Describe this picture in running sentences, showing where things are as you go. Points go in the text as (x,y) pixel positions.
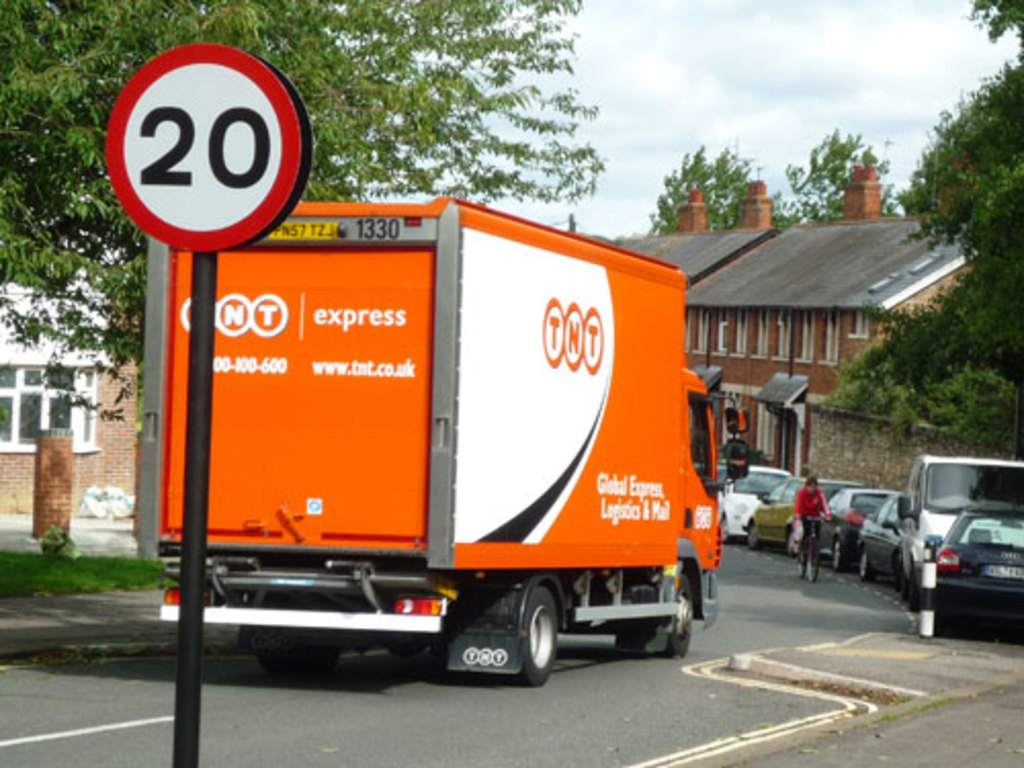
In this picture there is a van (173,578) in the center of the image (362,345), there is a sign pole (195,741) on the left side of the image (274,106), there are cars (1009,574) and houses (795,247) on the right side of the image (800,359) and there are trees (1002,186) on the right (880,306) and left side of the image (244,16).
